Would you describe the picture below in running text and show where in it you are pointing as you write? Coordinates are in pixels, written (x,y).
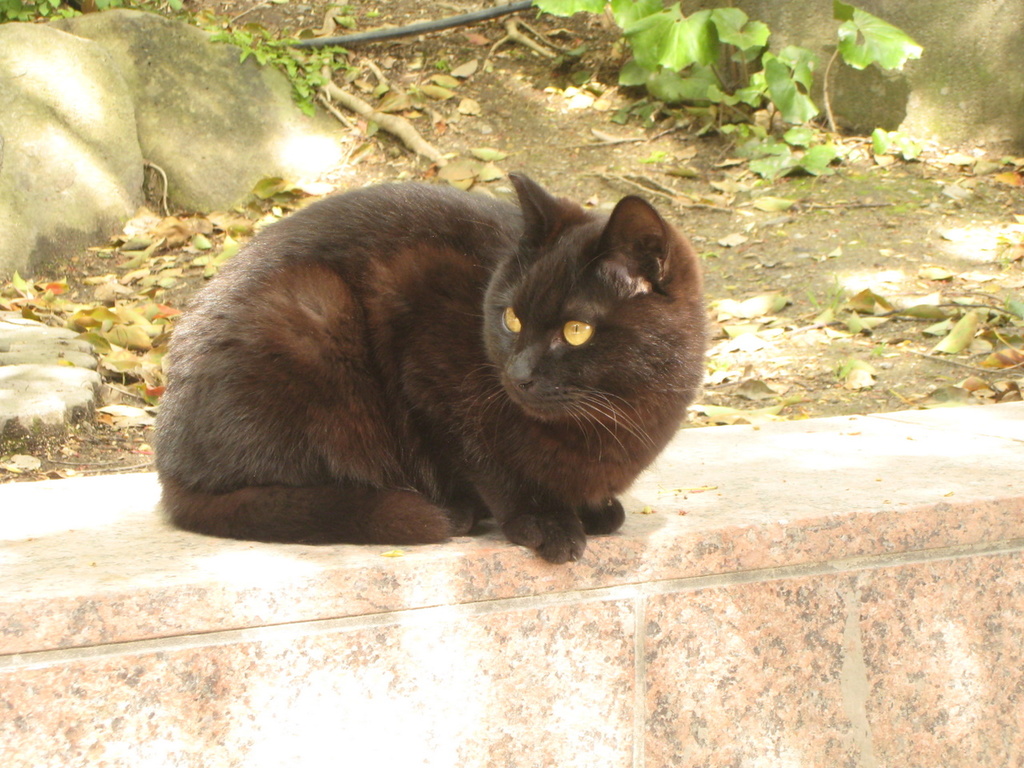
In this image I can see a black color cat (695,390) visible on the wall (862,651) at the bottom (301,516) and in the middle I can see leaves (664,80) and stones (162,131).
